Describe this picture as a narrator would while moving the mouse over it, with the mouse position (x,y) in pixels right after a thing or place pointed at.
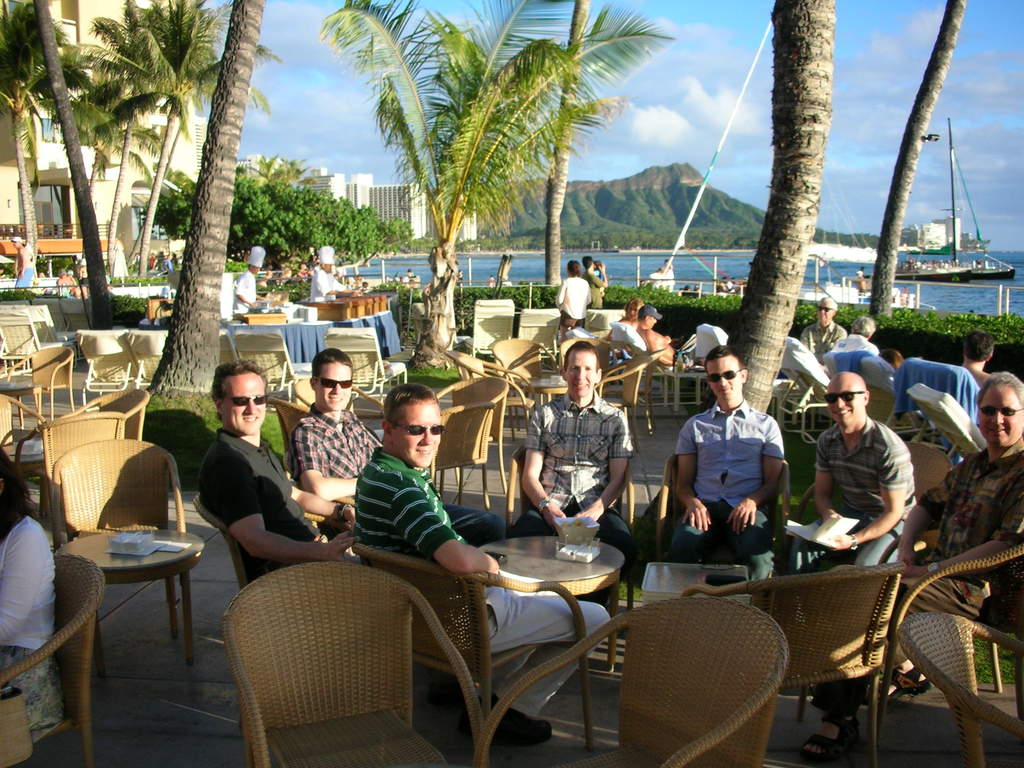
Few persons (549,530) are sitting on the chair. Few persons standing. We can see building (100,10), trees (163,84). On the background (729,204) we can see hill (692,185), sky (743,34) with clouds (723,119). water (695,264), We can see boat (952,256). We can see chairs (553,591) and table (545,578). On the table (526,541) we can see Things (595,530). A far few persons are there.
